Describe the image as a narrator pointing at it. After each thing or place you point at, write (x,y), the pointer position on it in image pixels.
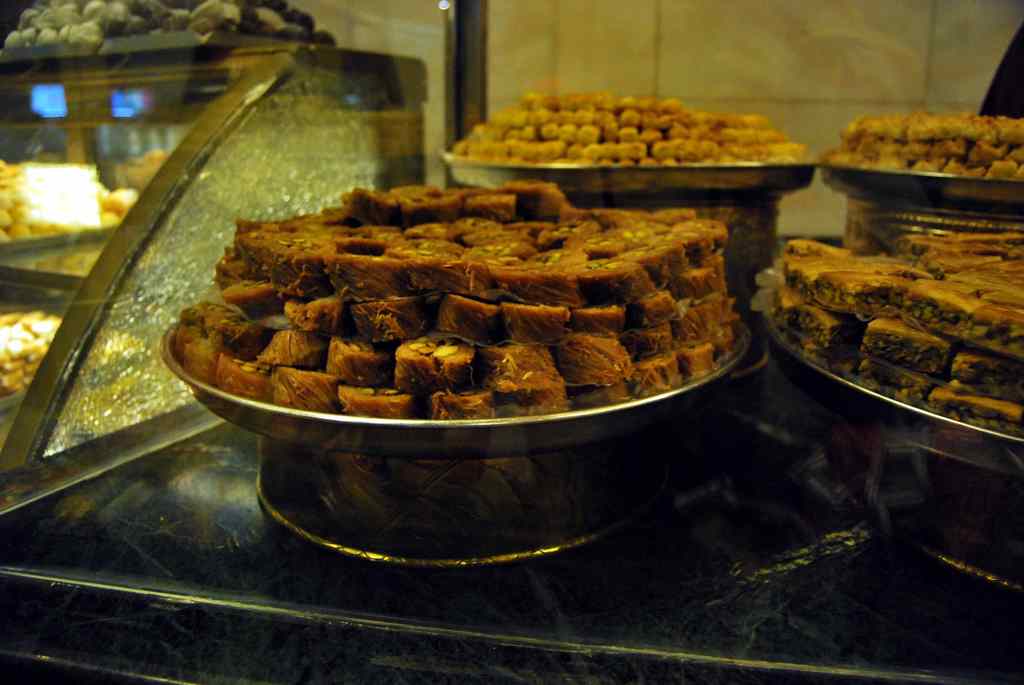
In this picture we can see many sweets (438,356) on the tray (517,425). On the left (74,230) we can see different sweets (41,222) on the fridge (106,234). At the bottom (541,616) there is a table (506,649). At the top left corner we can see sweets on a shelf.
